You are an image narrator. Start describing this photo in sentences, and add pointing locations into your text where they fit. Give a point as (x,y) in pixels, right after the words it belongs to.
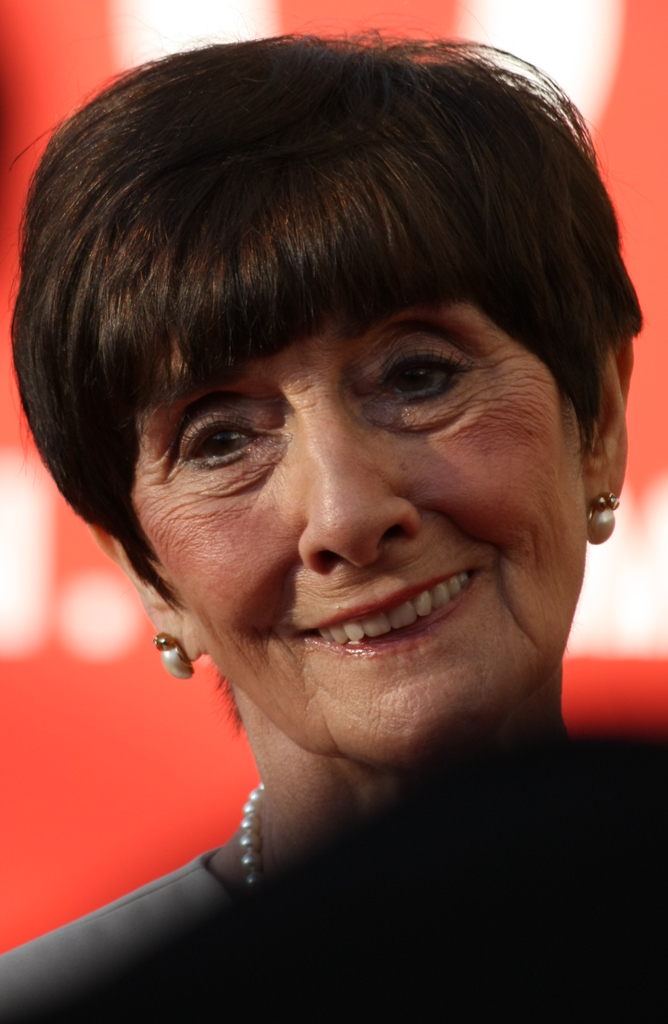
In the center of the image (251,663) there is a lady (27,965).
